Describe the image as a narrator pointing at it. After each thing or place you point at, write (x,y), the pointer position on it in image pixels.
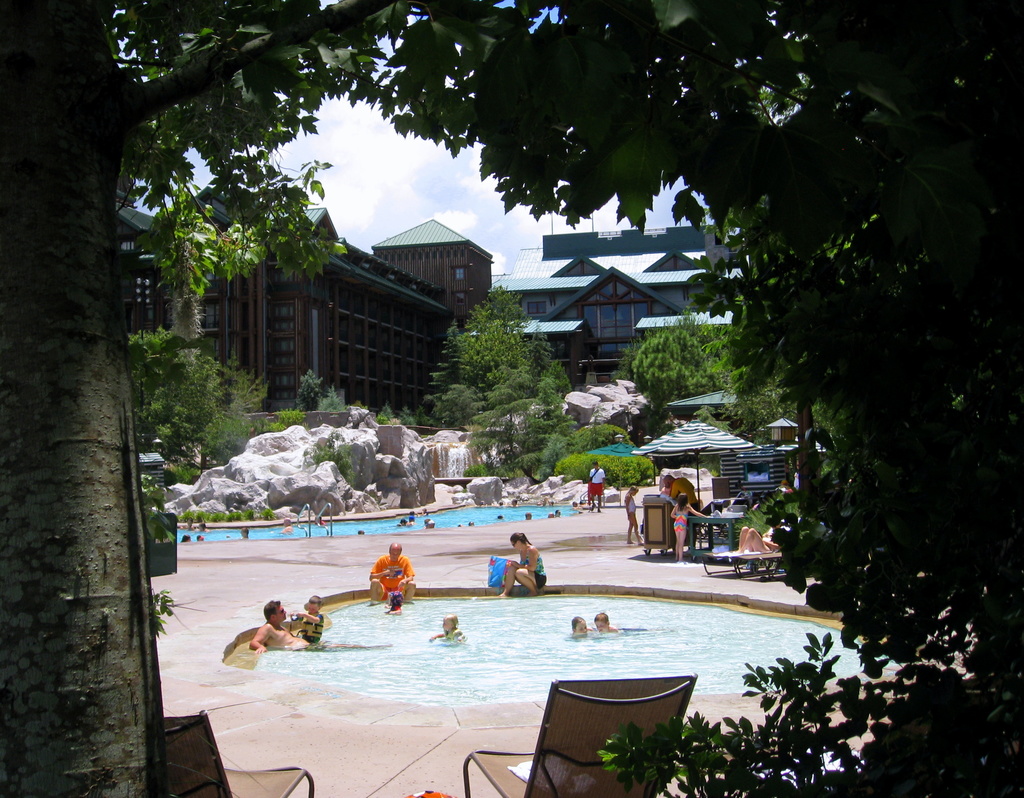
In the foreground of the image (842,710) there is a huge tree (104,231). At the center of the image (461,510) there is a swimming pool (303,650). In the swimming pool (357,650) there are few persons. In the background (400,361) there are buildings (415,352), trees (655,387) and sky (411,192).
